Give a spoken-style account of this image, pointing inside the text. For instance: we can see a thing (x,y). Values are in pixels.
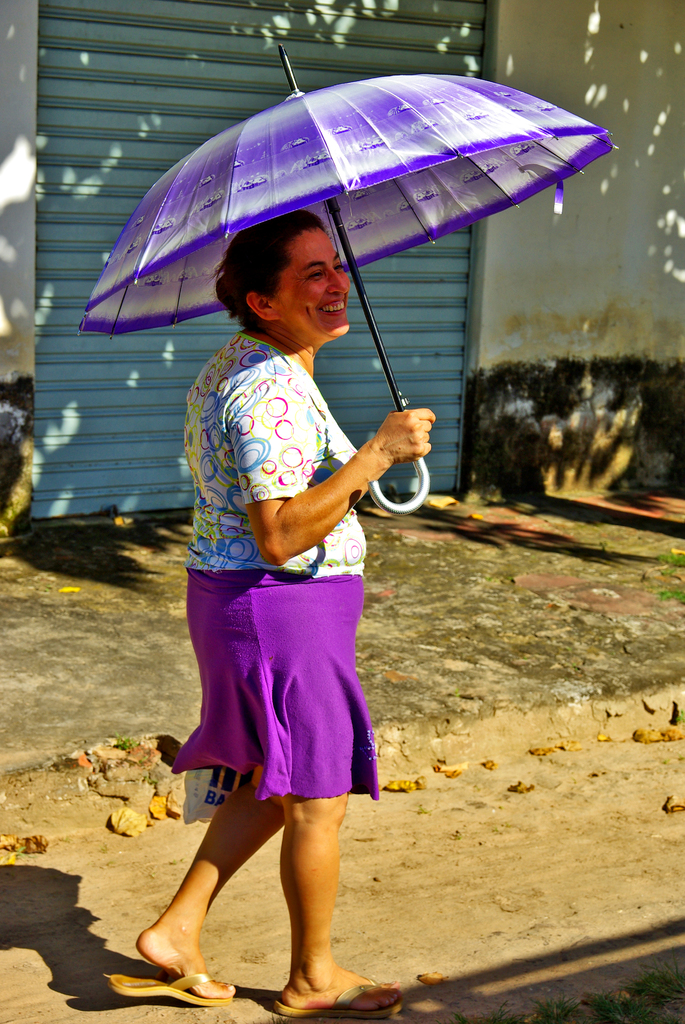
In the center of the picture (303,456) there is a woman (356,473) carrying a bag (202,799) and holding an umbrella (348,122). In the center of the picture (444,614) there are dry leaves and footpath (362,680). In the background (118,113) there is wall (11,305) and a shutter (74,322).
